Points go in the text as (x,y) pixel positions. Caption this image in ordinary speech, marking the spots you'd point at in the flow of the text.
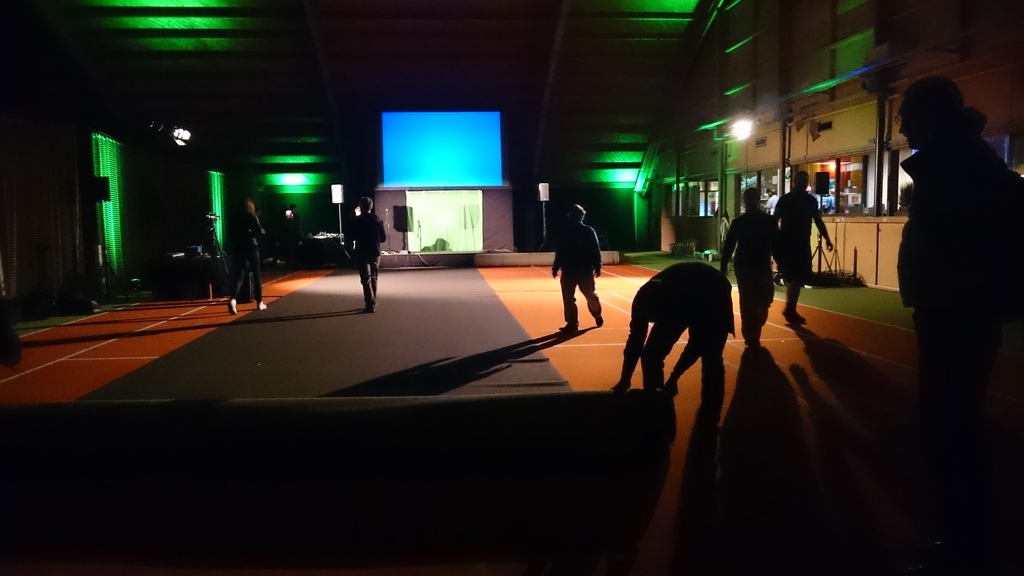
In this image, we can see a dark room (752,428), there is carpet (543,371) on the floor (912,391), there are some people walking and we can see some lights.
